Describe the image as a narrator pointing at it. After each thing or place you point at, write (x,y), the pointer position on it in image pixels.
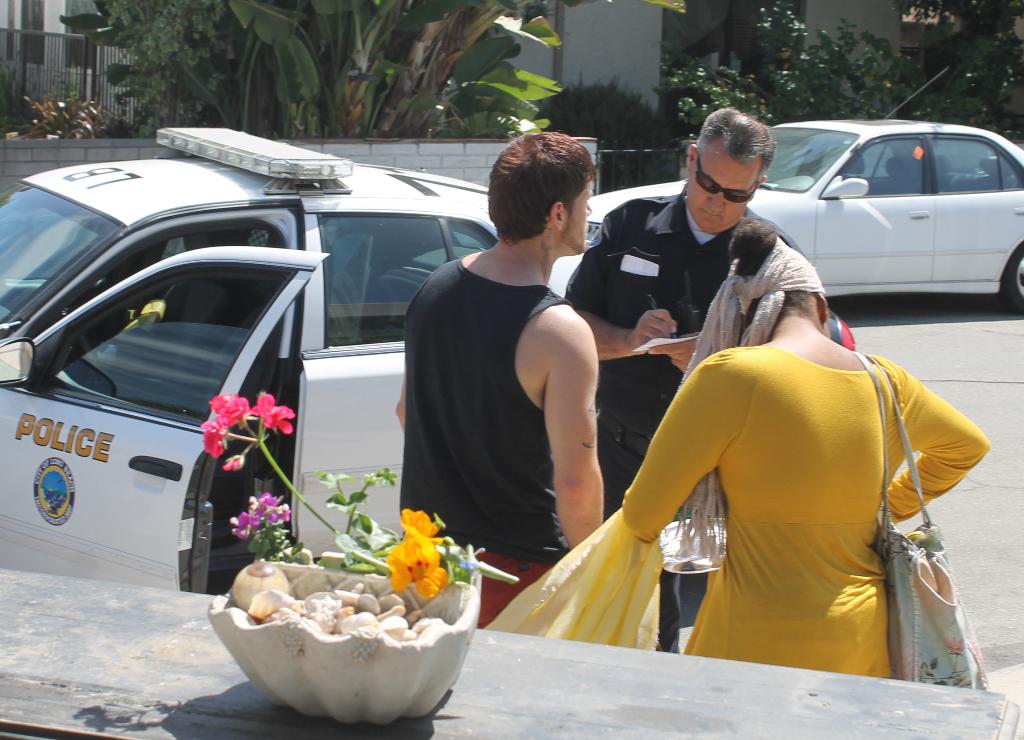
In this image I can see there are two vehicles (255,230) and three persons (822,356) and a woman (870,484) carrying a bag (892,620) visible on road (927,380), at the bottom (55,634) I can see table (780,680), on the table (793,682) I can see a flower pot (427,650) and in the flower pot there are stones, flowers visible and I can see trees (534,90), bushes (446,130), fence (21,80) at the top (82,110).
